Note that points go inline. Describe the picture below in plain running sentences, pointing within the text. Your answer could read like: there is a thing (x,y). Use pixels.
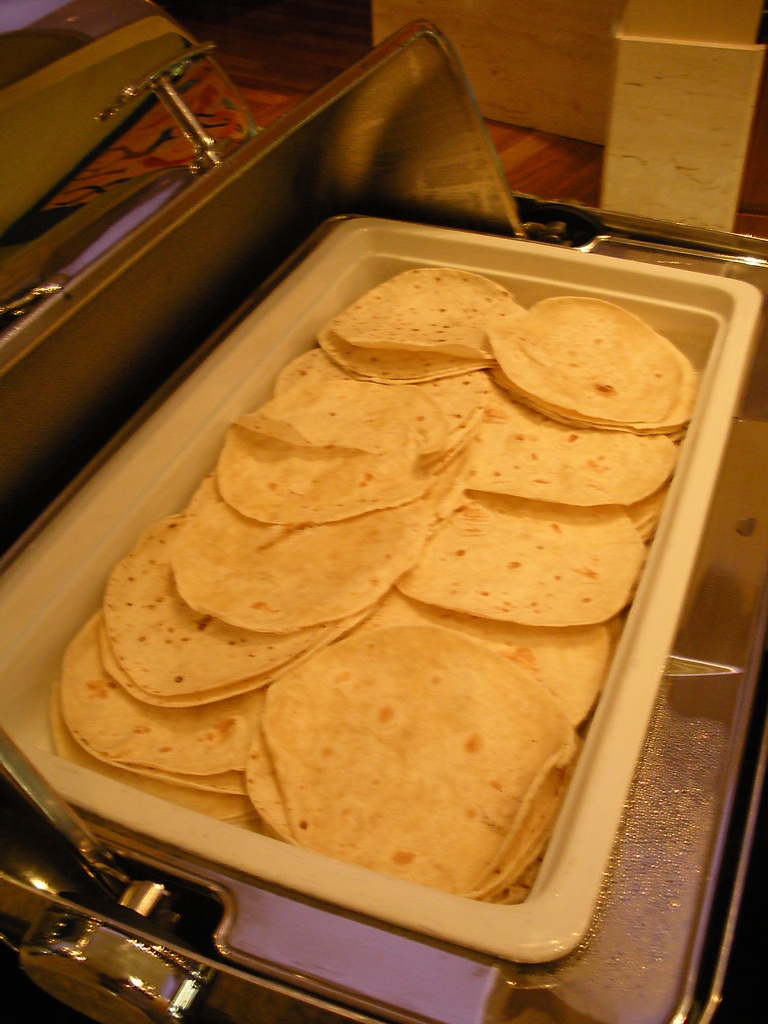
In this picture I can see chapatis (413,621) in a tray (525,304) and i can see a covering lid (369,132).
